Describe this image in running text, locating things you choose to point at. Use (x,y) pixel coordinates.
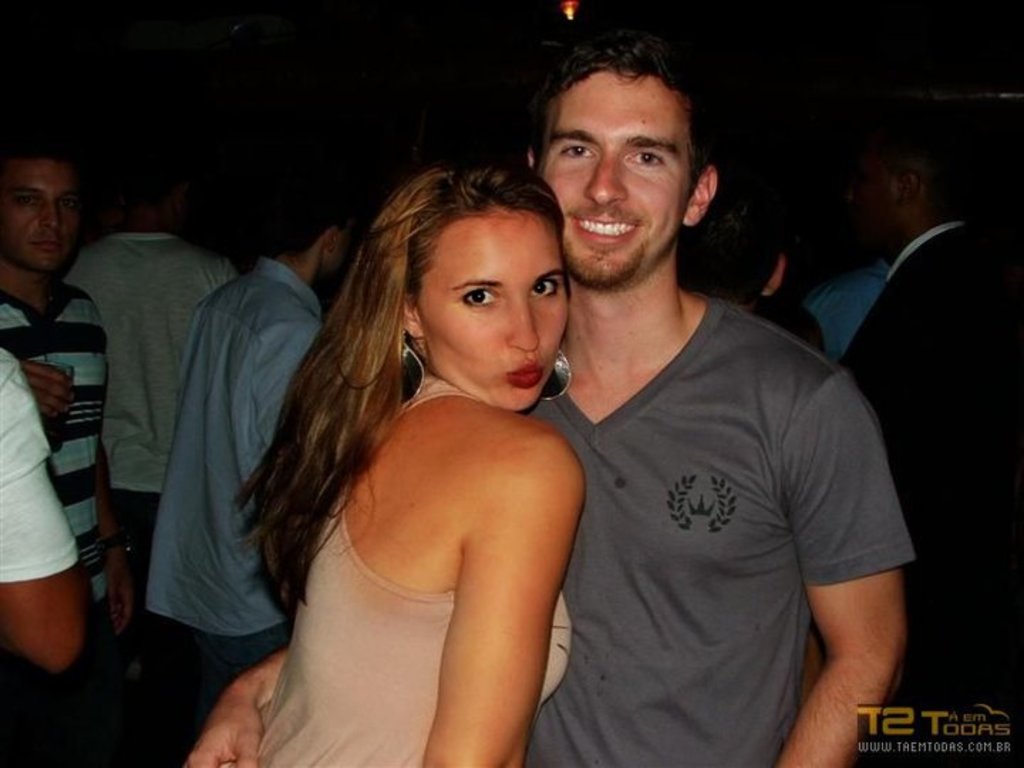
In this image in the foreground (488,413) there is one man (640,66) and one woman (523,417), man (605,341) is smiling and there are a group of people (307,278) and there is a black background (16,150). And in the bottom right hand corner (921,724) there is text (919,747).
